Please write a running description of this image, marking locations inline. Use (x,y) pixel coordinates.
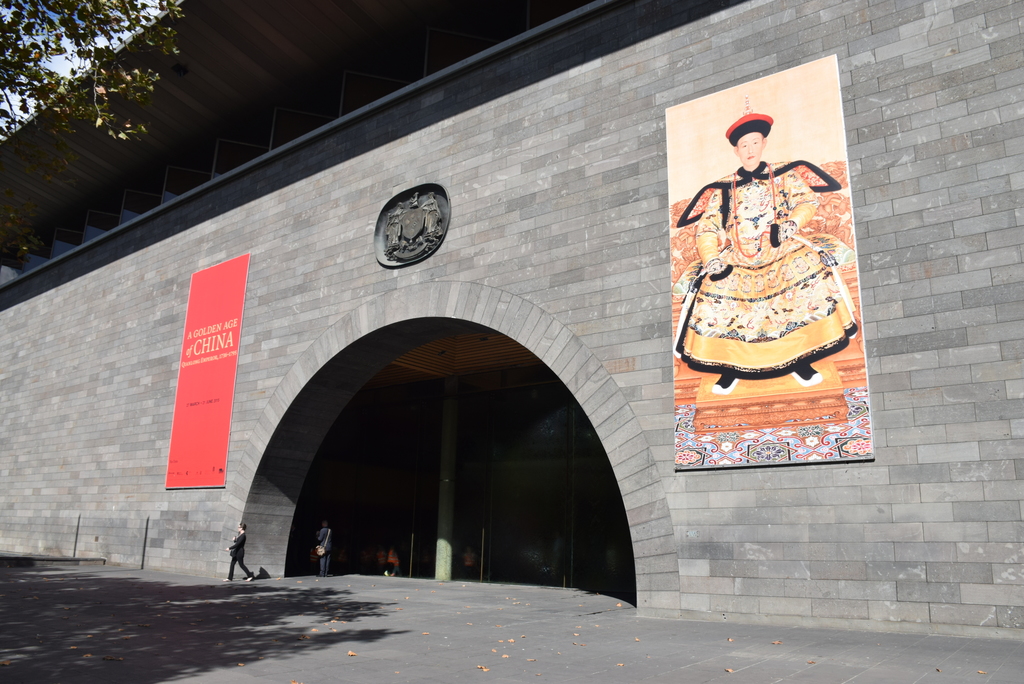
Here there are photo frames (746,286) on the wall (748,480), here there is a tree (23,11), here a person (232,563) is walking another (330,529) is standing.
